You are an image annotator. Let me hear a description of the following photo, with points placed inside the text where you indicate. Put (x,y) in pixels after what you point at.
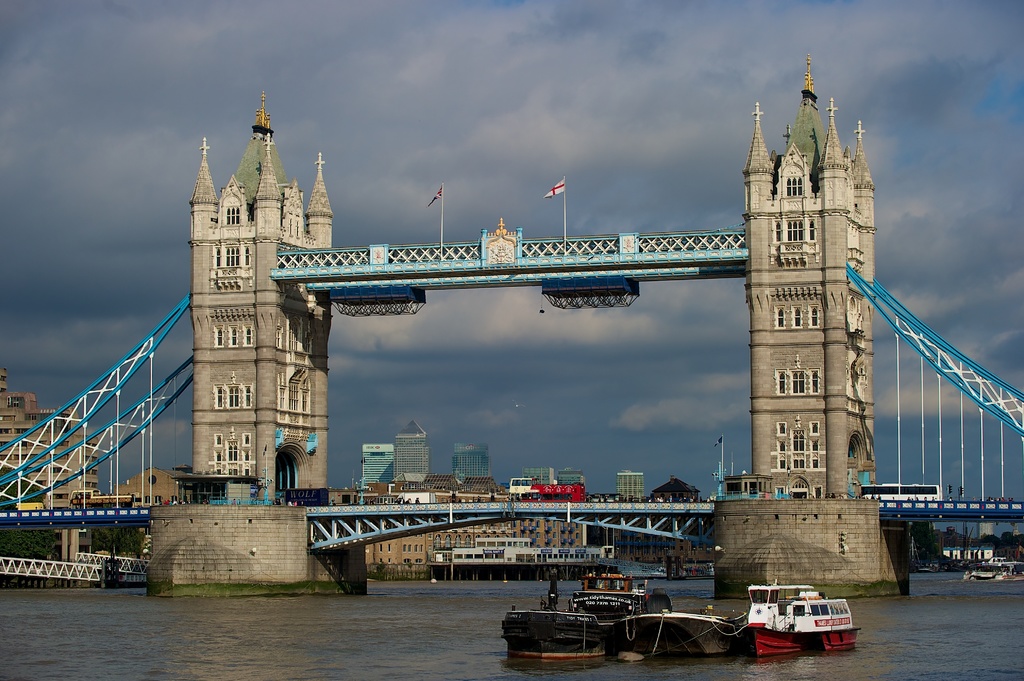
In this picture there is a bridge (805,570) in the foreground (768,570) and there are flags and there are vehicles (573,495) on the bridge (517,518). At the back (517,538) there are buildings (517,538) and trees (14,547). In the foreground (575,584) there are boats (794,643) on the water (708,679). At the top (332,190) there is sky (368,190) and there are clouds (474,313). At the bottom (248,642) there is water (209,642).
